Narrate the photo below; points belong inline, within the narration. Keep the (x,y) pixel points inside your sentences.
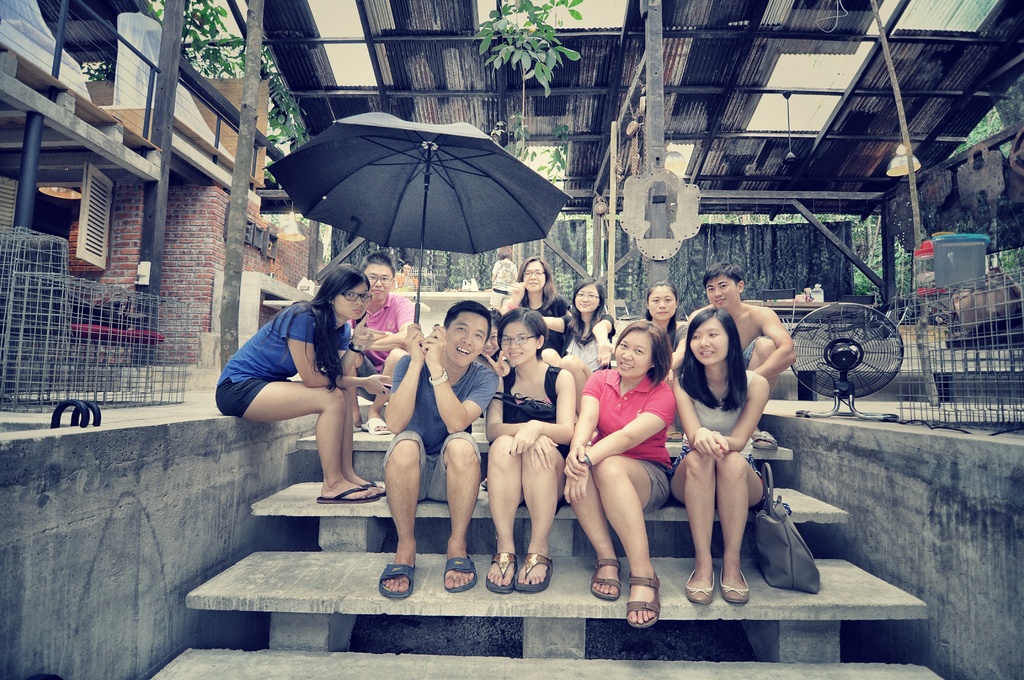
This image consists of many people (461,481) sitting on the steps (370,446). To the left (51,214), there is a building (155,89). At the top (681,88), there is a shed (865,114). To the right (888,343), there is a fan (882,380). In the front (436,437), the person (425,446) is holding an umbrella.
